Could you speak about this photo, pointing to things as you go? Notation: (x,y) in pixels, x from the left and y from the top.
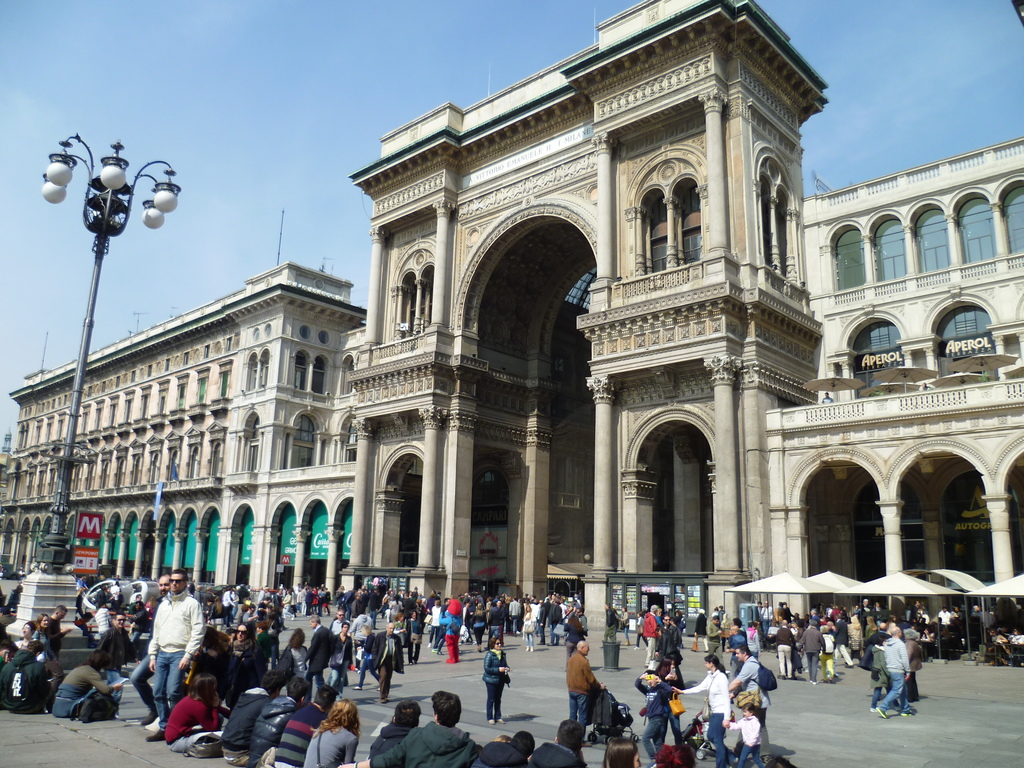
In this image, we can see buildings (753,461), walls (572,540), pillars (992,500), glass windows (962,223), pole (76,403) and lights (159,214). At the bottom of the image (686,751), we can see people (449,748), banners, stalls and few objects (958,638). Background (32,364) we can see the sky (931,132).
